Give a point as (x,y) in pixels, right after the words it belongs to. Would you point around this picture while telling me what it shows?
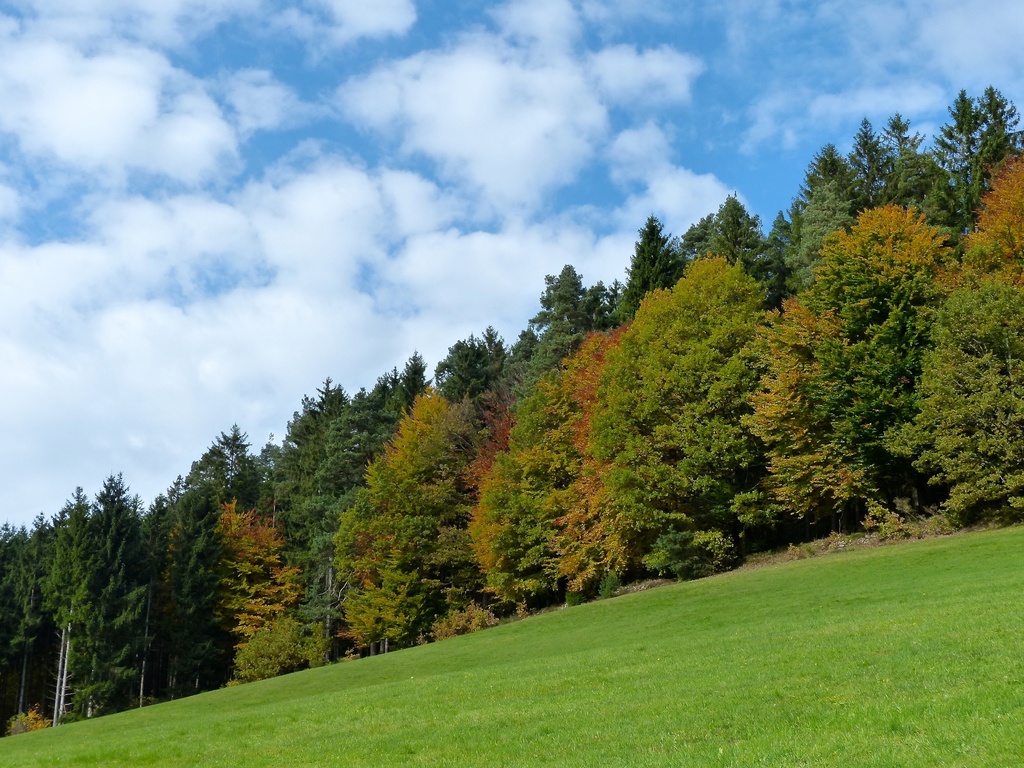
This image consists of many trees (401,503). At the bottom (591,665), there is green grass (563,637). At the top (331,91), there are clouds (312,169) in the sky (250,209).
